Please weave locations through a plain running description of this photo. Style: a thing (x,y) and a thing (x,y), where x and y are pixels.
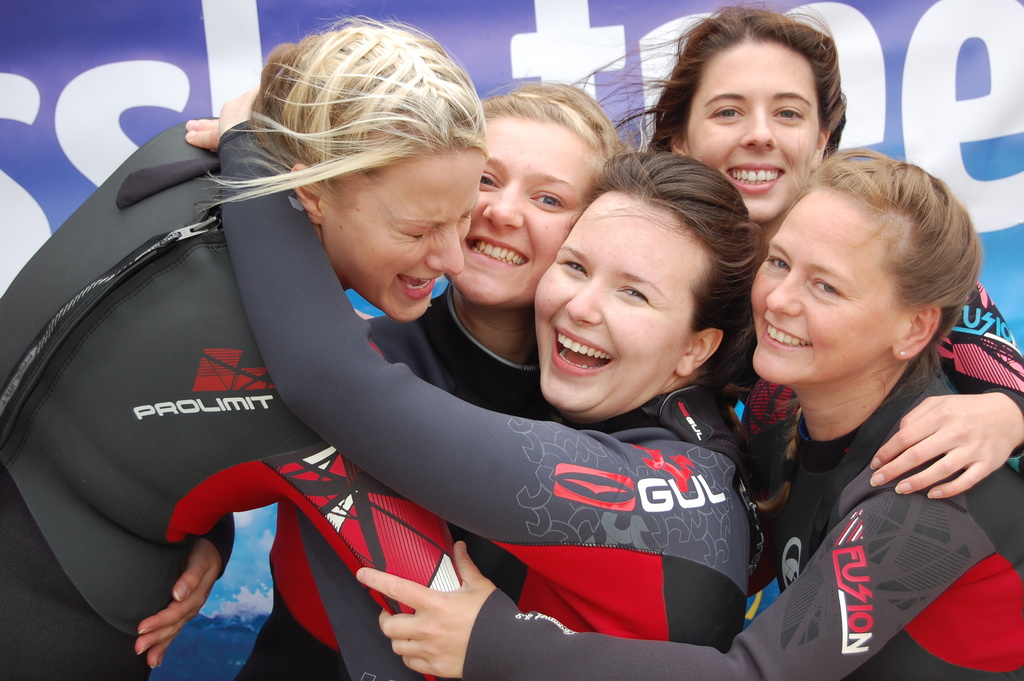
In the center of the image (563,347) we can see a few people (509,353) are smiling and they are in different costumes (629,432). In the background (948,113) there is a banner (976,81) with some text (967,99) on it.
